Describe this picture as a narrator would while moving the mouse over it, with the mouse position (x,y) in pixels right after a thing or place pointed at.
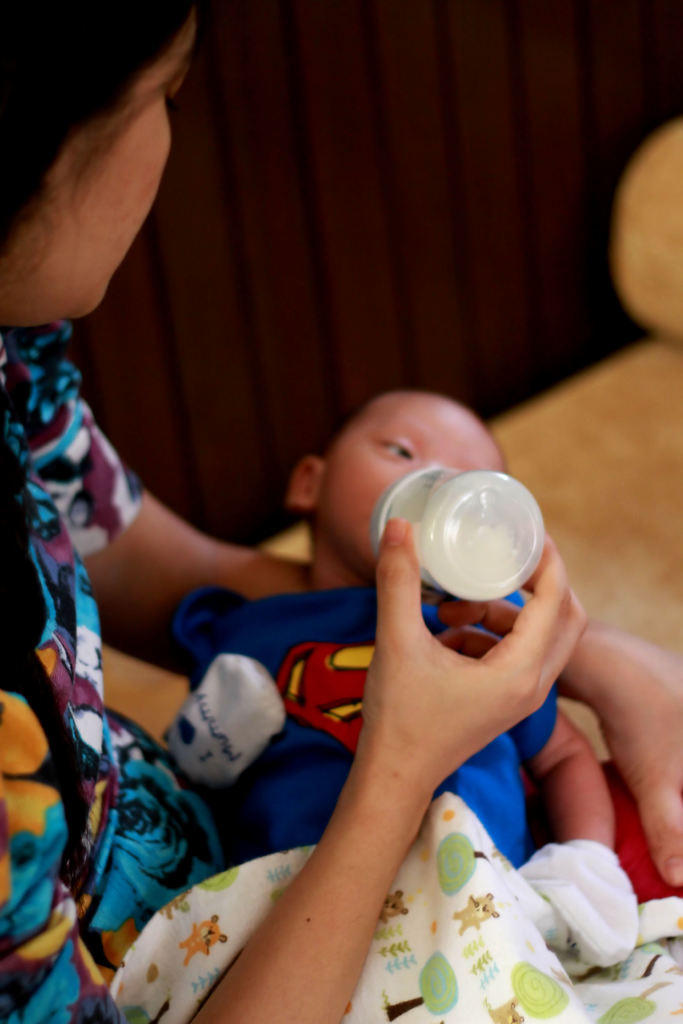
In this picture we can see a women (176,775) holding a milk bottle (492,551) in her hands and feeding a baby (355,539) in her lap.
